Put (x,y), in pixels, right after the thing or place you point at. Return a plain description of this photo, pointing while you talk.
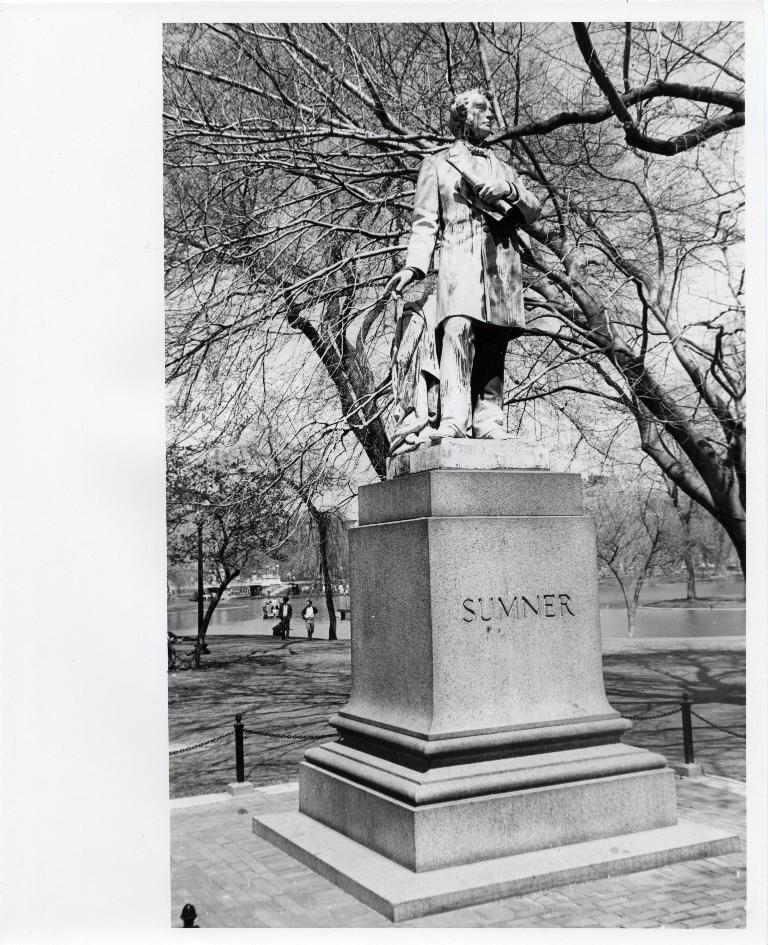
In this picture we can see the statue (508,210) of a person (458,389). He is standing on this stone (466,557). In the background (305,614) there are two persons (288,613) were standing near to the trees (327,590). In the left (245,631) background (226,621) we can see the buildings (238,592) and water (247,622). On the left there is a sky (743,323).
